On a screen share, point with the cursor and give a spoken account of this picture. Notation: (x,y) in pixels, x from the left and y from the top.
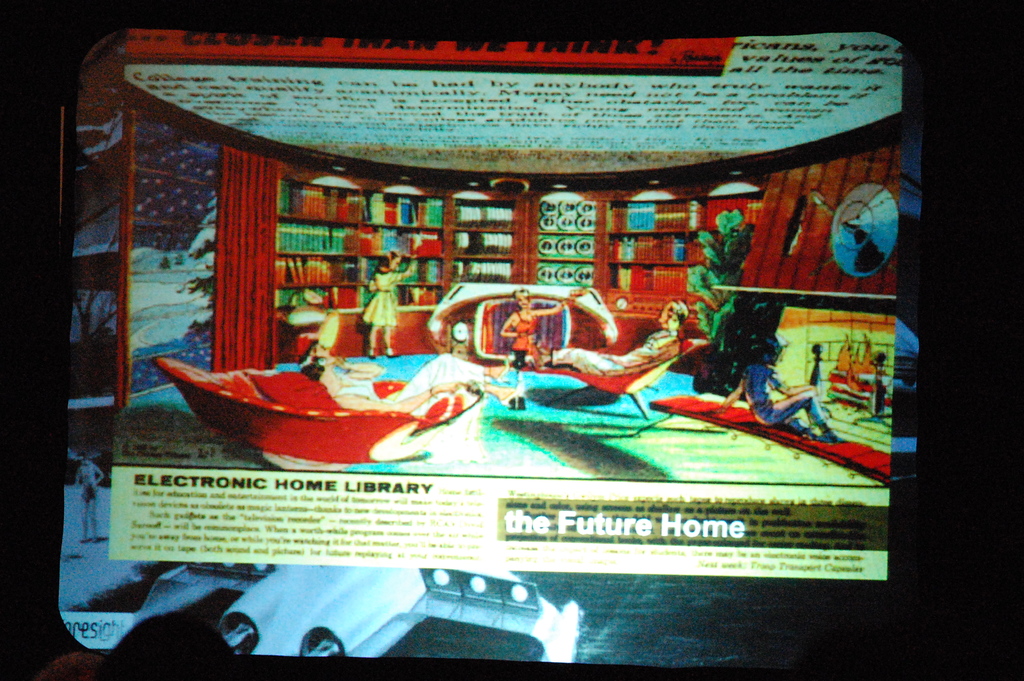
This picture is dark, we can see screen (803,157), in this screen (505,136) we can see people (562,306).
